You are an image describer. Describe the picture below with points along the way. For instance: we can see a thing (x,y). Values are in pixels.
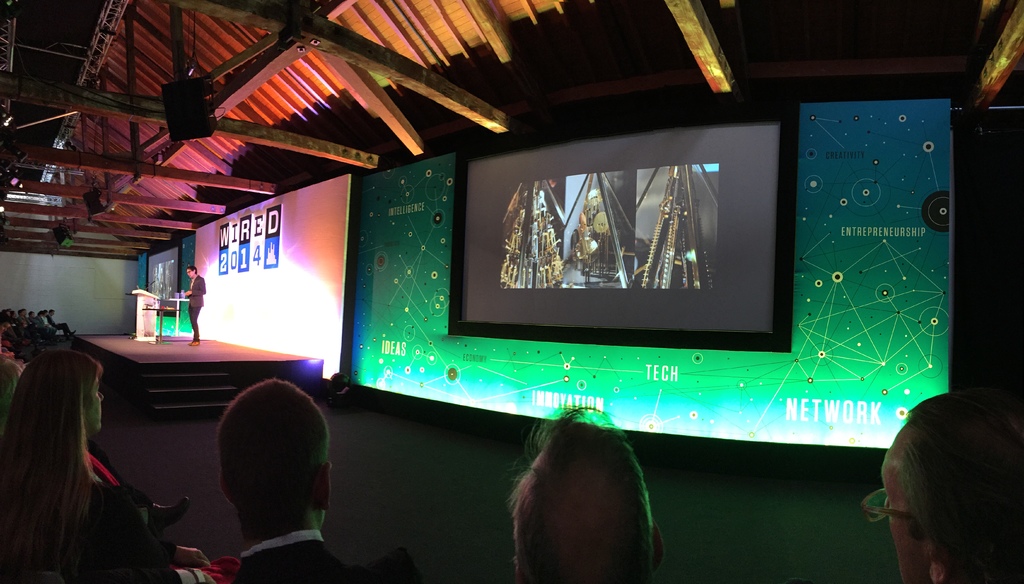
In this image we can see some group of persons (84,413) sitting on chairs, on left side of the image (197,288) we can see a person (196,305) wearing suit (197,288) standing on stage (127,340), there is podium (145,311) and on right side of the image (756,235) there is screen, board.
